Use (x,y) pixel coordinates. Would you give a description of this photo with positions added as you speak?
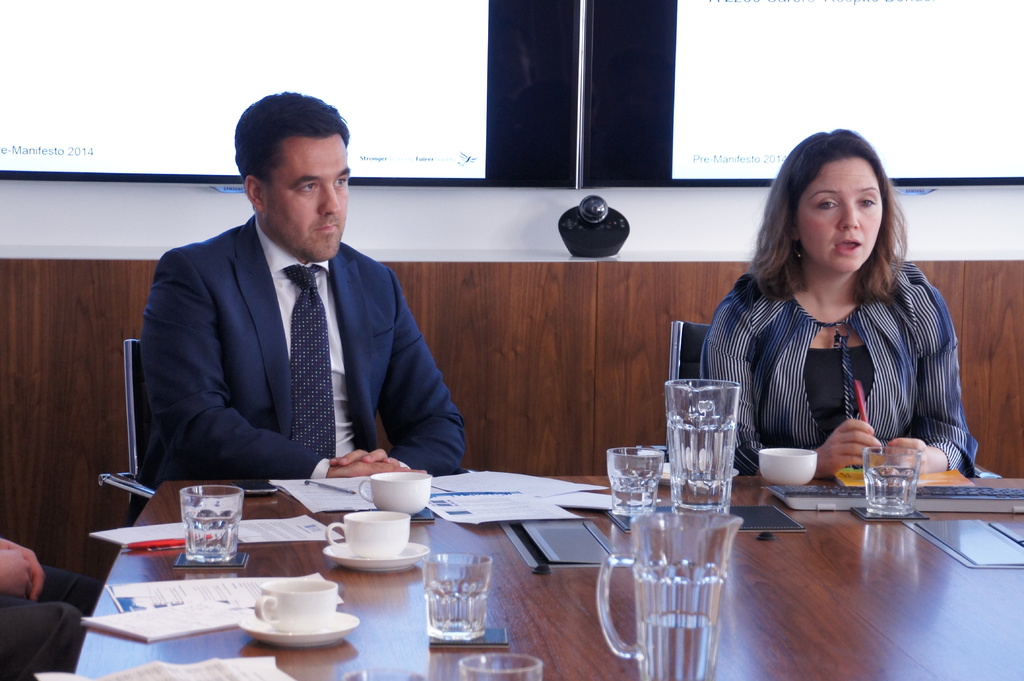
In this image, women (734,359) and men (199,414) are sat on the black chair (140,409). On left side (30,600) we can see a human hand (17,573) and legs (40,611). In the center of the image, there is a table (524,611). Some many items (693,497) are placed on it. The background (767,100), we can see a screen (695,89). And right side (882,410) woman (893,397) is holding a pen (865,413).
